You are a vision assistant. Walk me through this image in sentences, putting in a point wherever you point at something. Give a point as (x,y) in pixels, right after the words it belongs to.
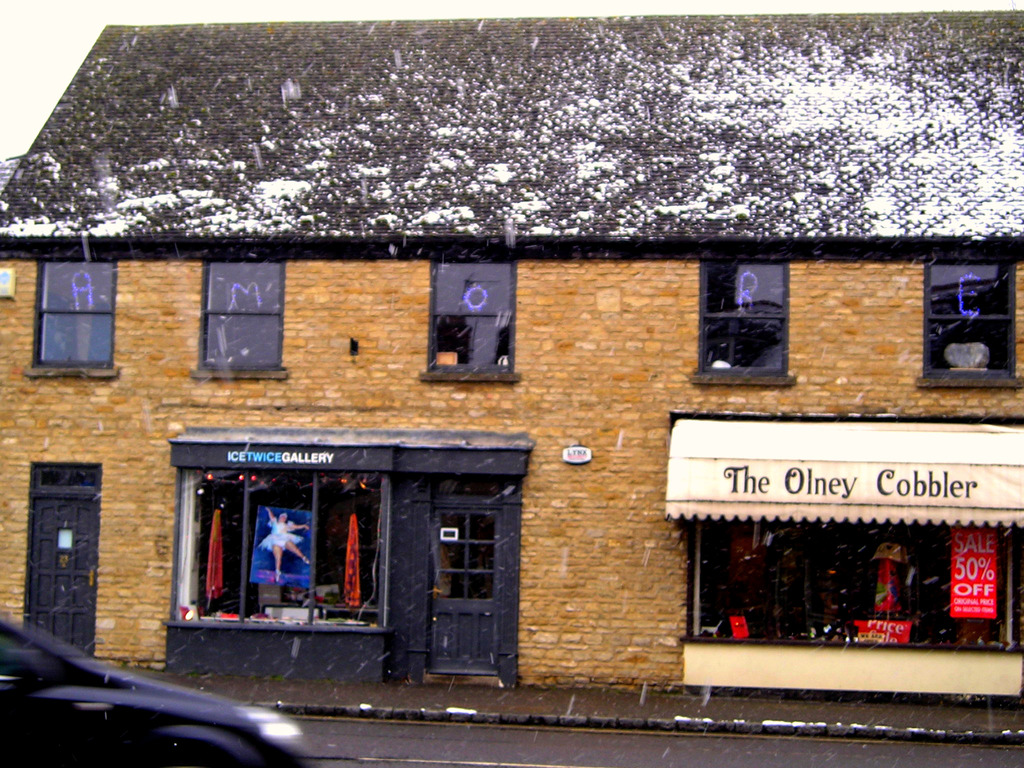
There is a building (745,278) presenting in this picture. There is a vehicle (105,712) in the bottom left of the image (84,712).
